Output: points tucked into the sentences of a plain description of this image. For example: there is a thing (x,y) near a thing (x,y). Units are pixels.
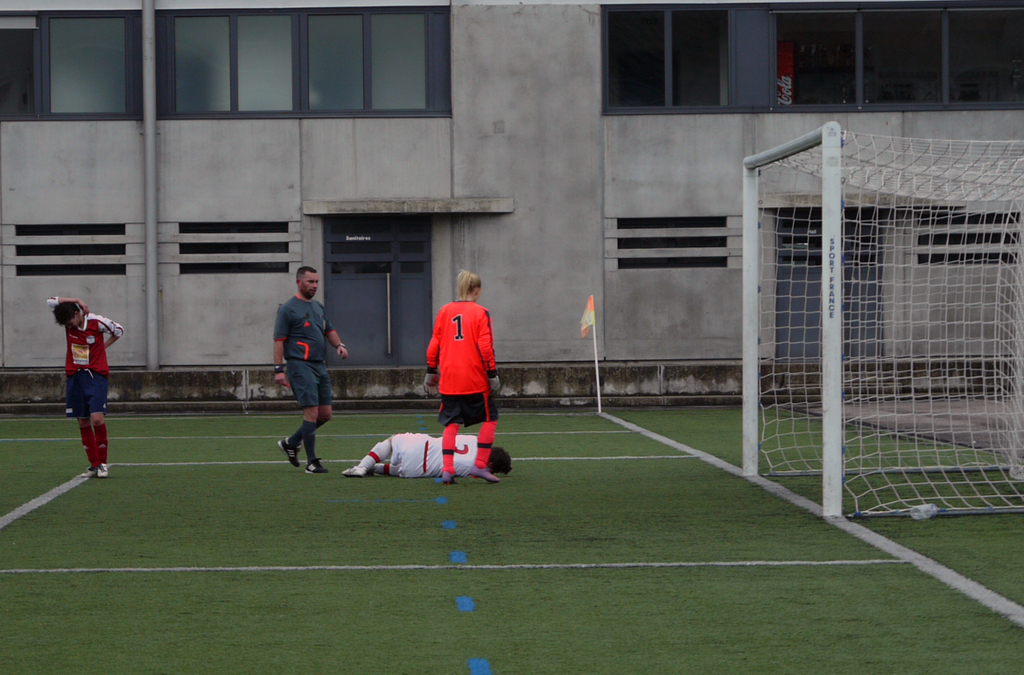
At the bottom of the image (364,591) there is grass (568,621). To the right side of the image (794,150) there is goal post (776,294). In the center of the image (460,395) there are few people (328,401). In the background of the image (227,308) there is a building (400,196). There are windows (370,57) and doors (807,247). There is a flag (590,308).
